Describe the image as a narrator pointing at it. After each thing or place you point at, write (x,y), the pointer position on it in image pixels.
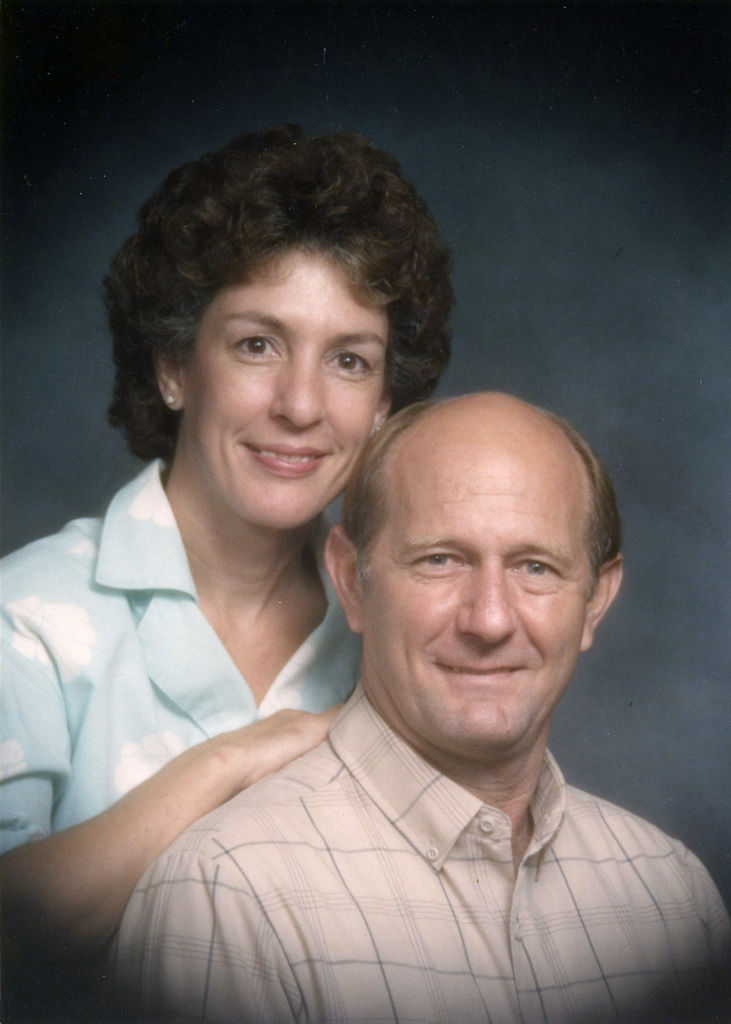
In this picture, we see the man (479,857) and the woman (309,715) are smiling. They are smiling and they might be posing for the photo. In the background (664,771), it is in dark grey color. This picture might be a photo frame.
